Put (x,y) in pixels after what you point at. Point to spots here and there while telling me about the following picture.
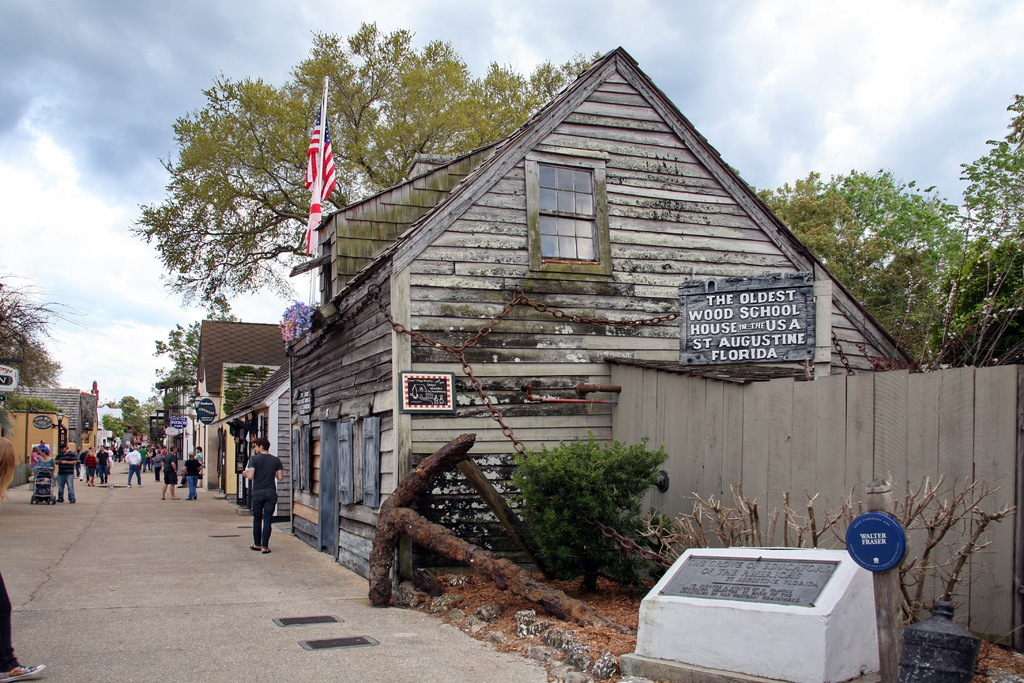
In this image I can see buildings (231,475). There are group of people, there are boards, trees (287,229) and there are some other objects (677,632). In the background (145,255) there is sky (182,319).
